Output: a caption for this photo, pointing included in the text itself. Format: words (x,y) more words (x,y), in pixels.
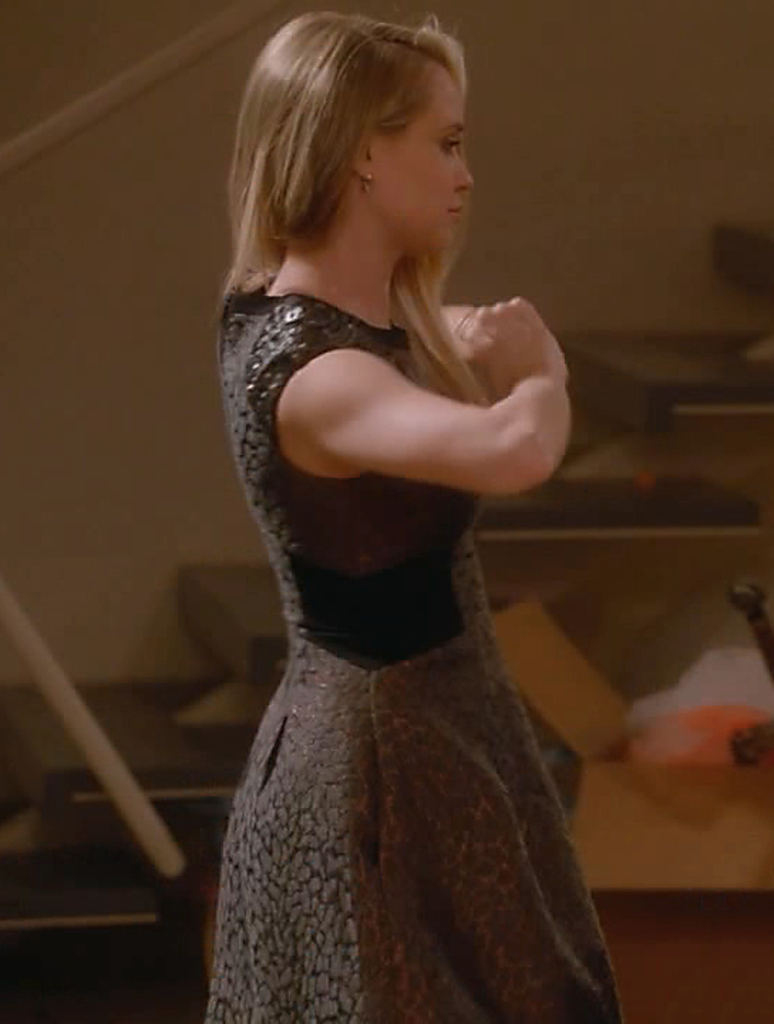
In this image I can see a woman (378,751) standing, there is a carton (657,821) and other objects (750,899) at the back (657,722).
